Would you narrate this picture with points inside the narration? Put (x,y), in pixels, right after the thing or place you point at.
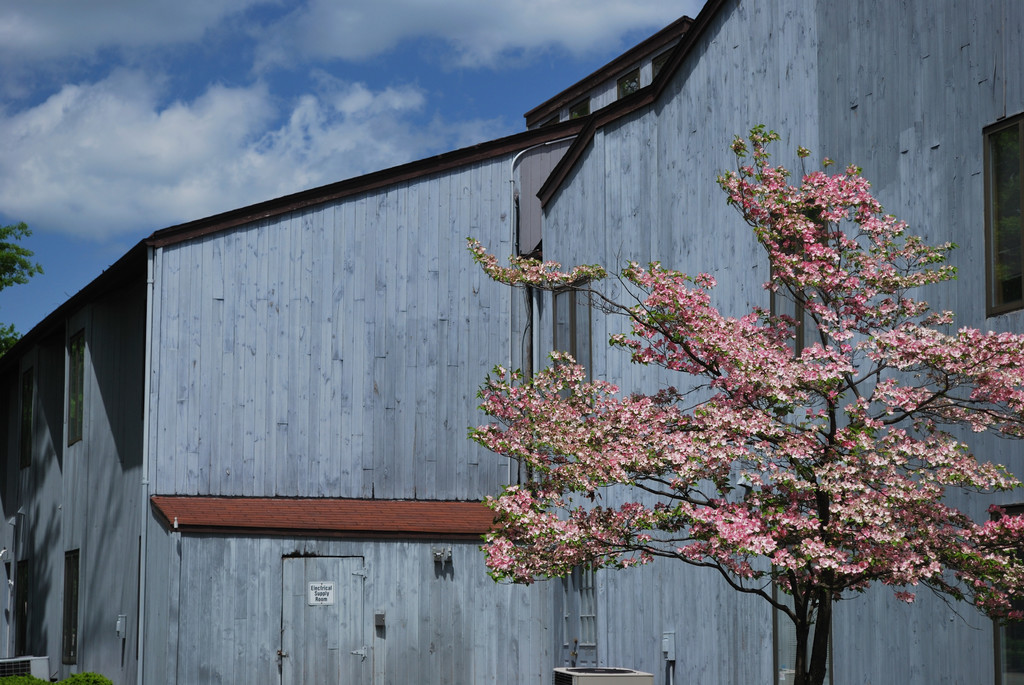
In this image I can see a building (324,371), trees (716,432), cloudy sky (214,133), board (326,598), plant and objects (604,673).
